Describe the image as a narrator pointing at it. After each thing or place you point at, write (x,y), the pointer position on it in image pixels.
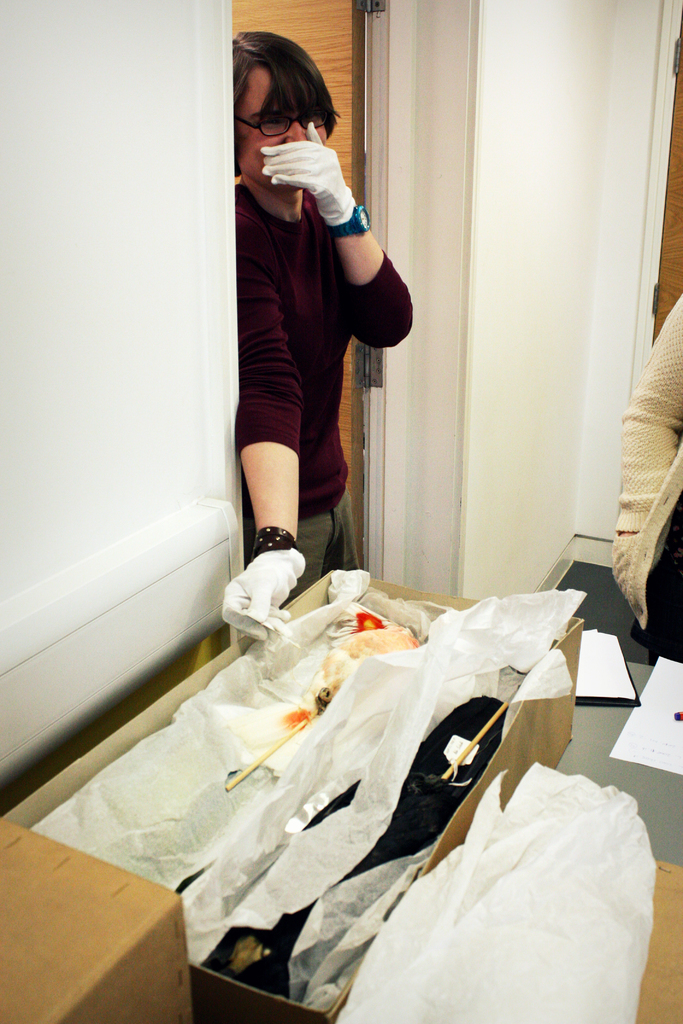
In this image there are two persons (354,298), there is a person (344,344) standing and holding an object (294,621), there is a person (661,362) truncated towards the right of the image (646,432), there is a door (364,99), there is a wall (507,92), there are objects (283,973) on the surface (609,760), there is a paper (646,720) truncated towards the right of the image (652,696), there is a box (132,970) truncated towards the bottom of the image (131,946), there is a paper (473,957) truncated towards the bottom of the image (467,946), there is a wall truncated towards the left of the image (109,331).
